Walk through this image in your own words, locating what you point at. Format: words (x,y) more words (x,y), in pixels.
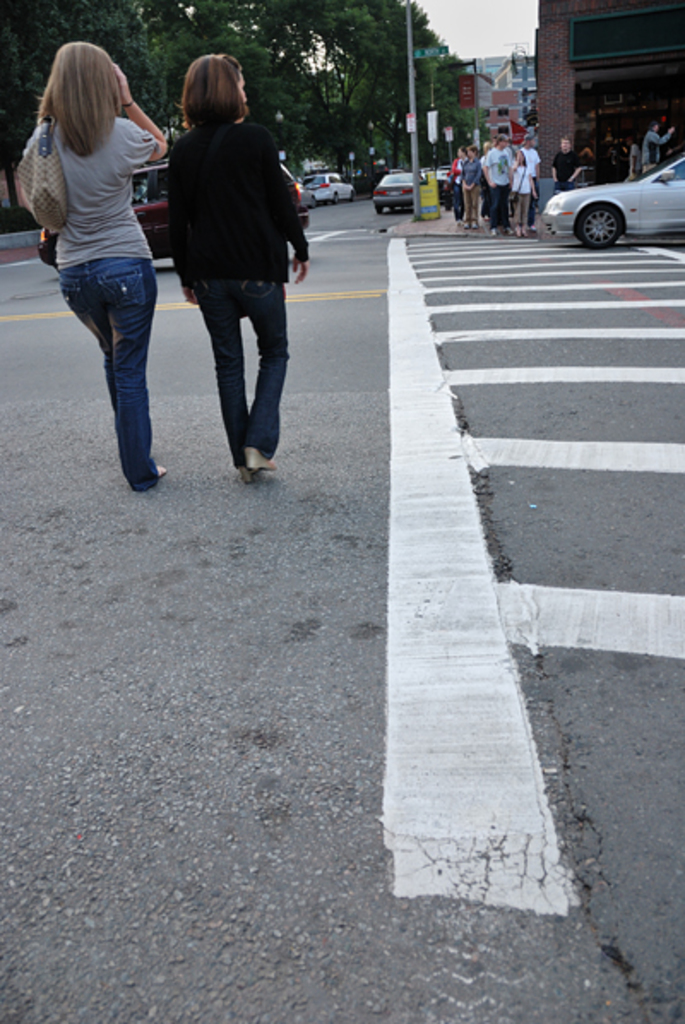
In this image I can see the road (262,655), two women (133,421) standing on the road (170,428), few vehicles (135,191) on the road (625,305), few persons (521,195) standing on the sidewalk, few poles (413,190), few trees (406,95) which are green in color and few buildings (493,72). In the background (489,15) I can see the sky (496,56).
